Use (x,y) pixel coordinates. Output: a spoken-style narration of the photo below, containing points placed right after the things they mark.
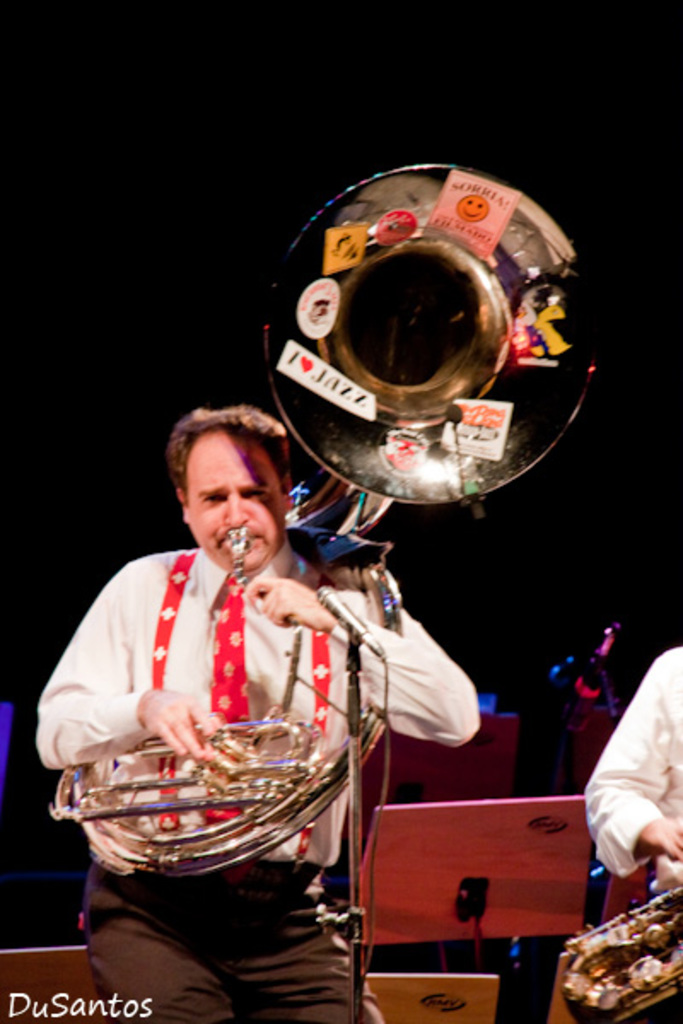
As we can see in the image there is a musical instrument (438,407), two people (250,705) wearing white color shirts (457,679) and the background (641,128) is dark.
